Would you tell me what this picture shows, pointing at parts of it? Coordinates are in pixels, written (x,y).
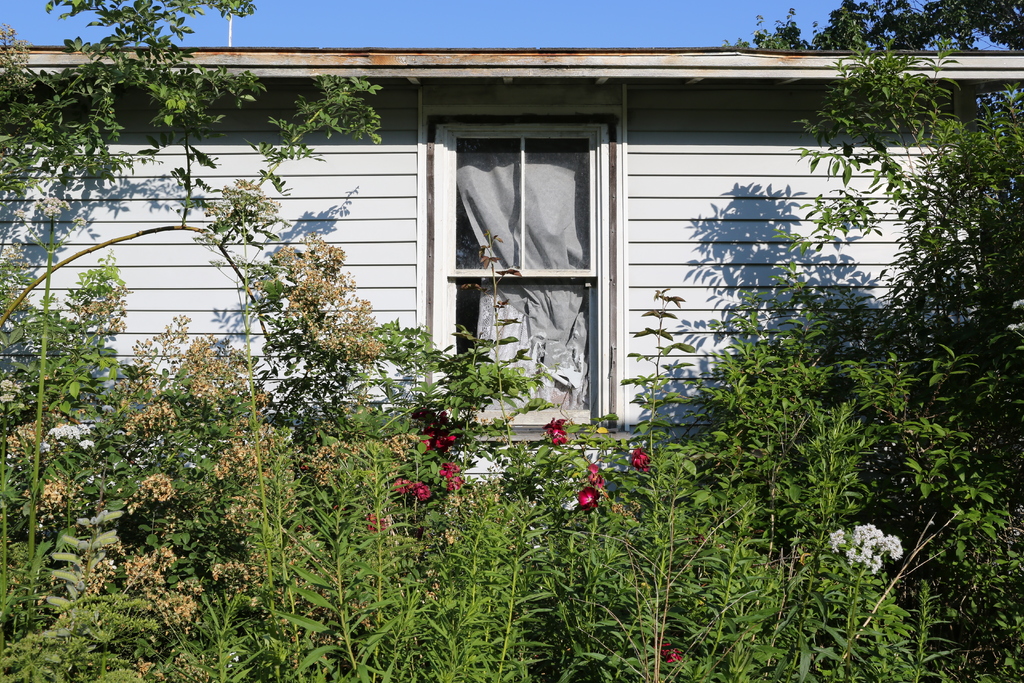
In the image in the center (431,241), we can see the sky (749,17), trees (186,177), plants (765,461), flowers (239,467), on wooden house (199,193), window (438,271) and curtain (500,346).
